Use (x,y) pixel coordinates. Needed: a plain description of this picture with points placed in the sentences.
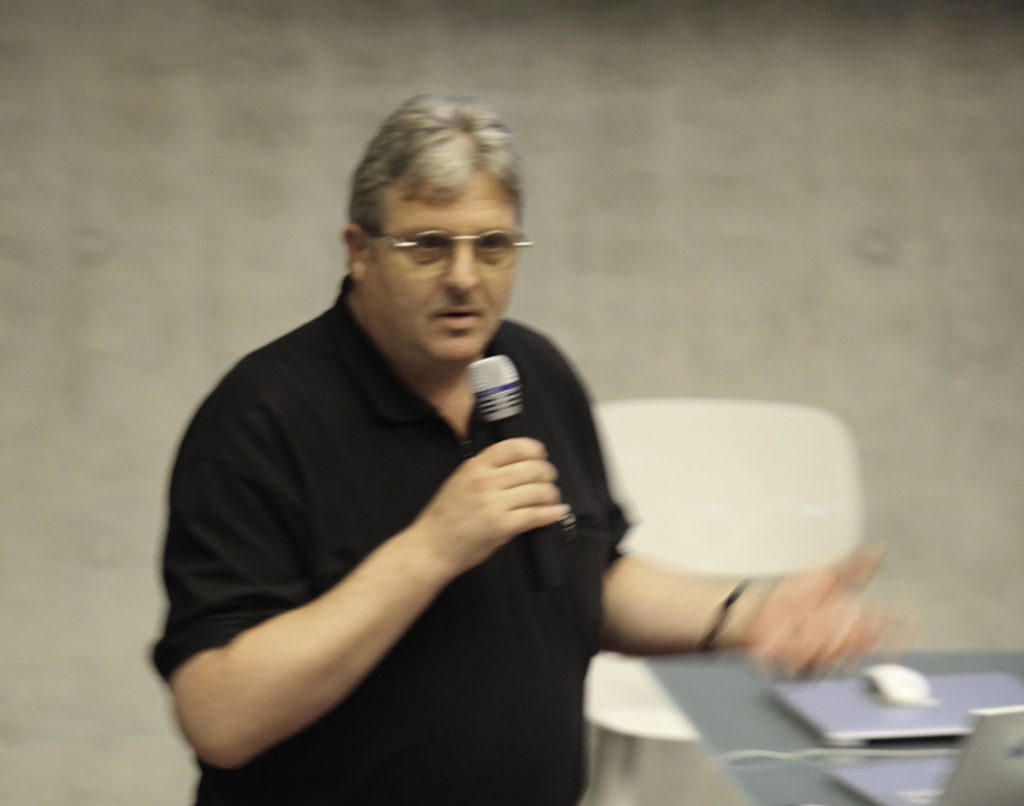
The person (431,513) wearing black shirt (378,507) is standing and speaking in front of a mic (492,367) and there is a table (956,716) behind him which has a laptop (944,781) and mouse (910,693) on it.
